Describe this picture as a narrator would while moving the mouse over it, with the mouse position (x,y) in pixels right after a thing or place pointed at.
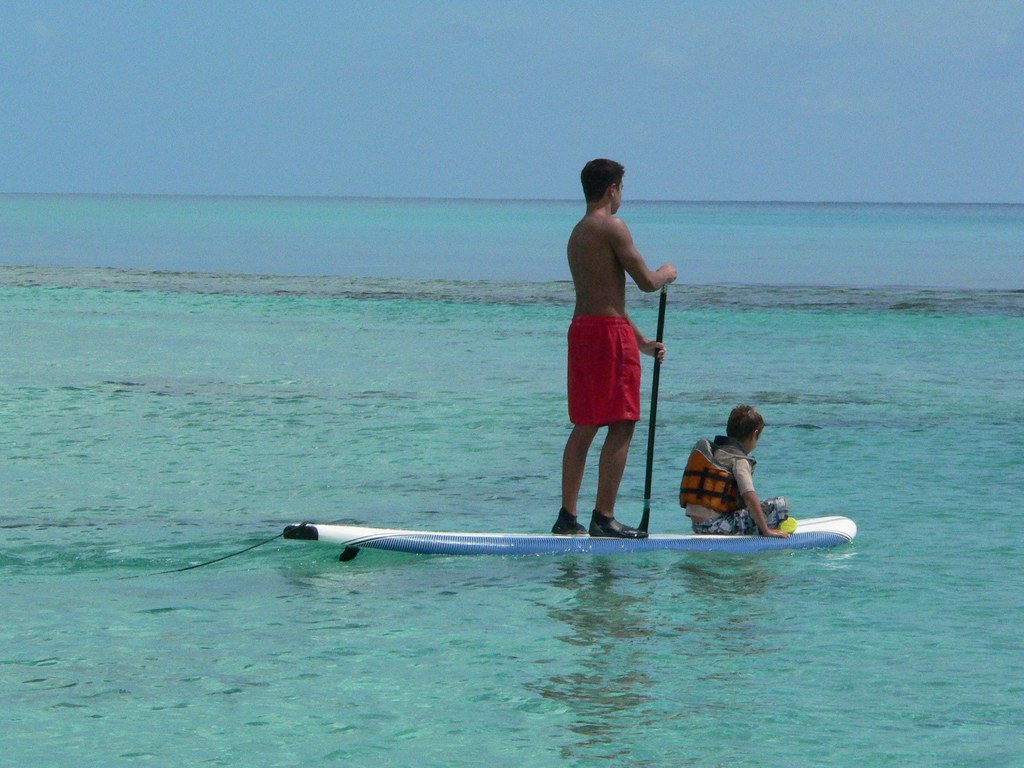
In this image I can see two persons (718,532) on the surfboard (745,541) and the surfboard (732,537) is on the water (372,561). In front (601,367) the person (583,362) is wearing red color short (625,368) and holding the stick (657,368). In the background (467,100) the sky (467,100) is in blue color.
